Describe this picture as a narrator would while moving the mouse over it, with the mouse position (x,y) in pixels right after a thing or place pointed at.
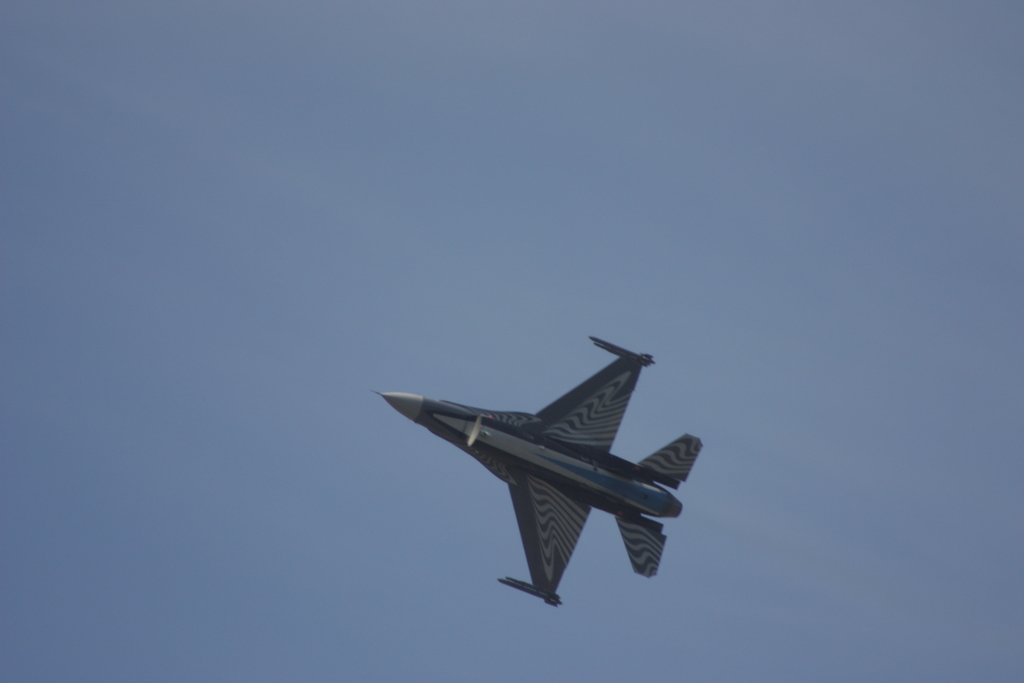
This picture contains a jet plane (607,493) which is in black and grey color is flying in the sky (443,511). In the background (306,285), we see the sky (241,375), which is blue in color.
